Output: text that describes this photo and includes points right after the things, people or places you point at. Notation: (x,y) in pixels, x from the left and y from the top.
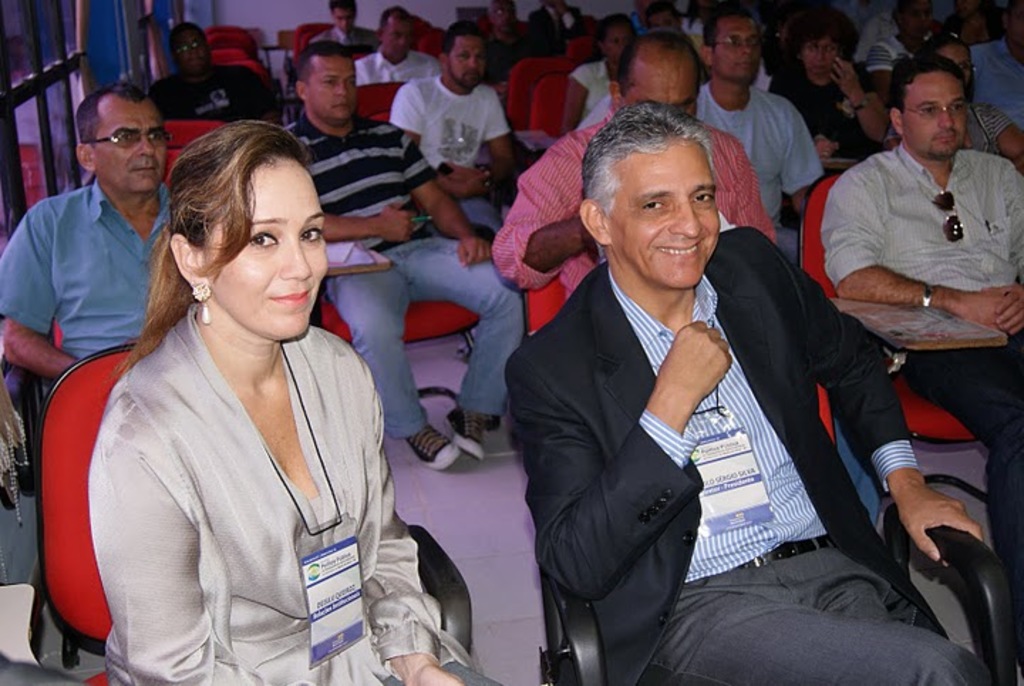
In this image, we can see there are persons (185,232) in different color dresses (116,414), sitting on red color chairs (799,262) which are arranged on the white color floor (474,497). Some of them are smiling. In the background (452,8), there is a white wall (440,1) and there are glass windows (50,59).
